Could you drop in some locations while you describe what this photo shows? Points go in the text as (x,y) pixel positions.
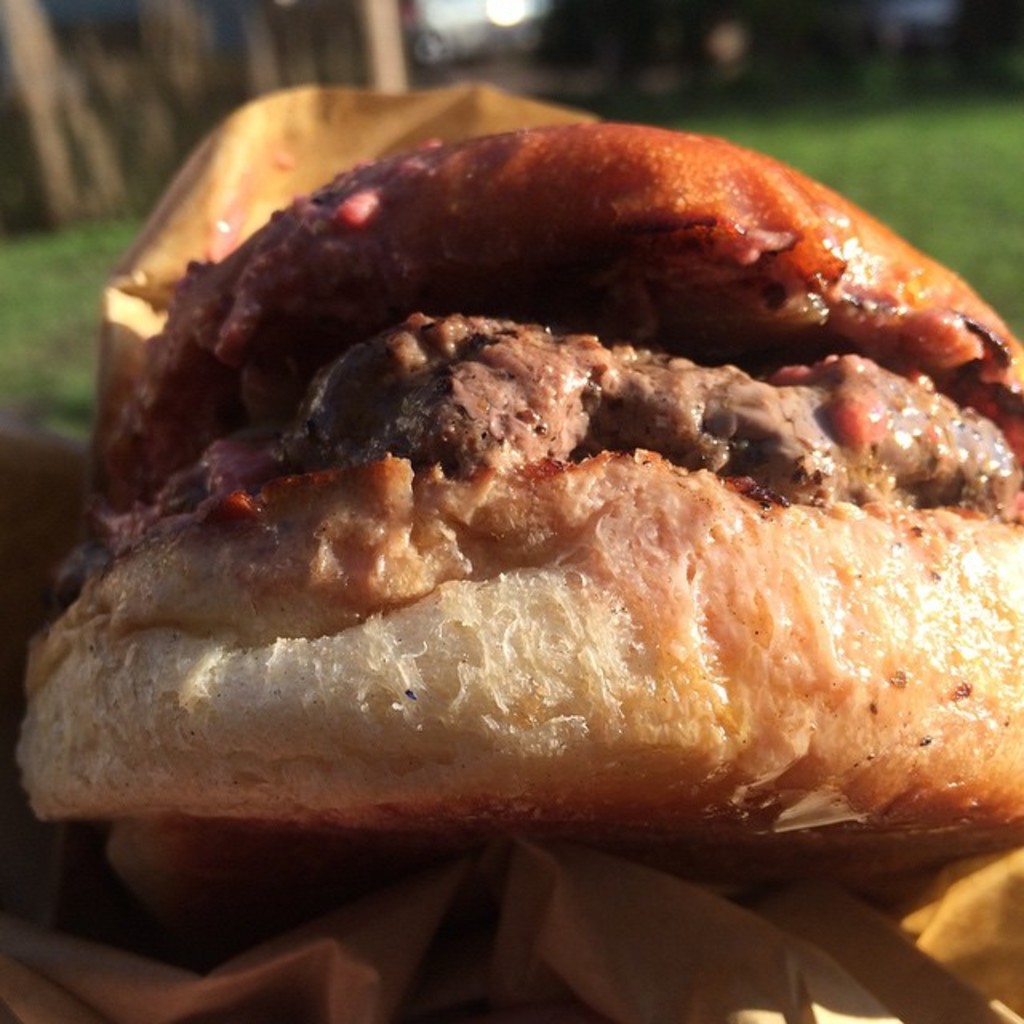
In the picture we can see a burger (830,840) inside it, we can see a sauce (1000,409) and some brown color mixture (642,427).
